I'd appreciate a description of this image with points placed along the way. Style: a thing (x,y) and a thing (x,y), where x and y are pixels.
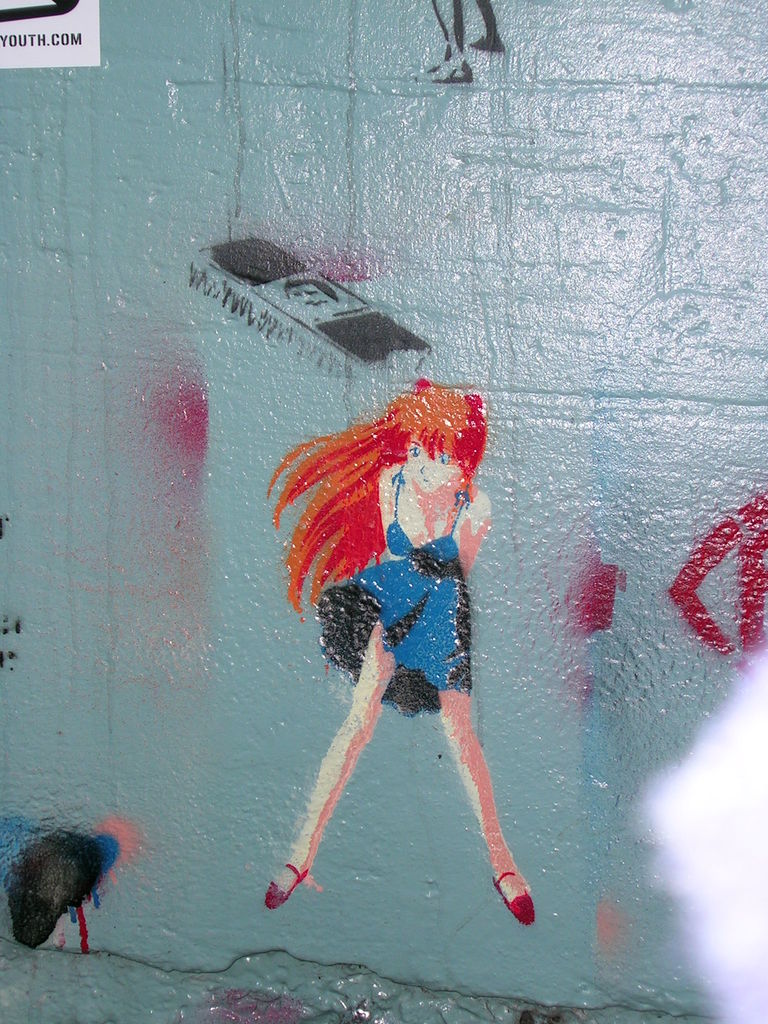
In this picture there is a painting (387,621) on the wall (288,376) in which there is a cartoon image (398,600) of the woman (407,616) and at the top left of the image (52,42) there is some text (75,34) which is visible.
